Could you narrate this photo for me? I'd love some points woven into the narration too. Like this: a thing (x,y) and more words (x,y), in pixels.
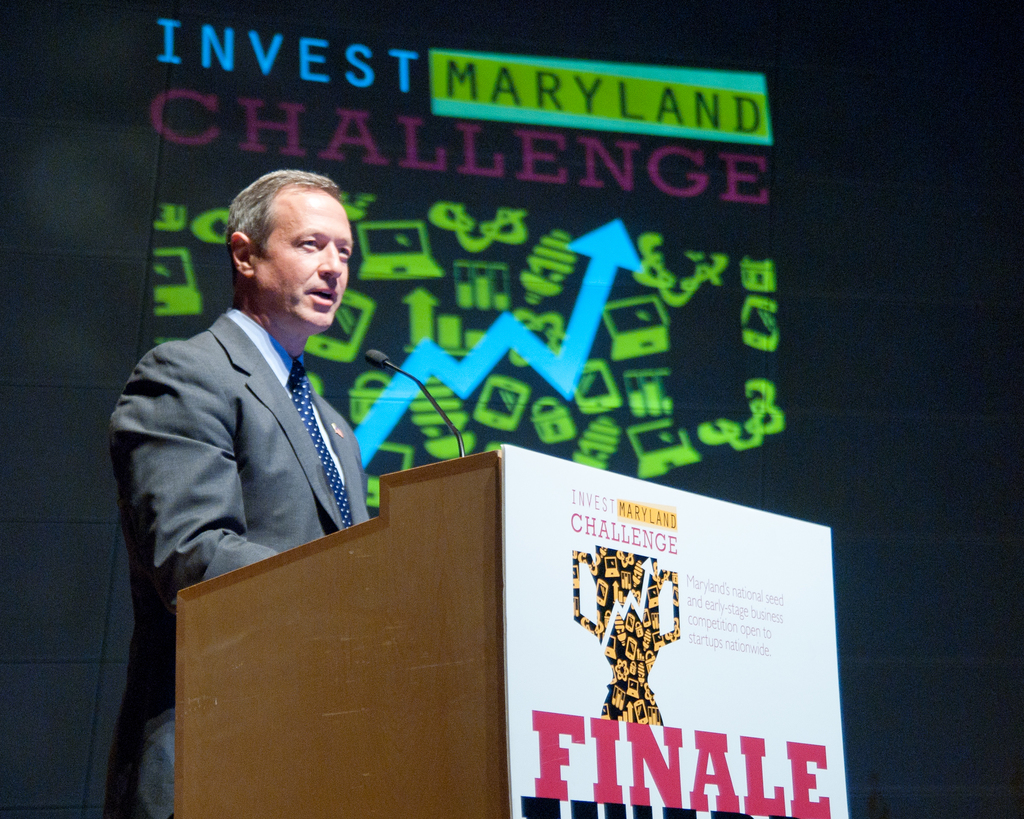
In this image we can see person (252,495) standing at the desk (434,744). On the desk (448,465) we can see mic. In the background (433,375) we can see an advertisement (592,170) and wall (815,181).
